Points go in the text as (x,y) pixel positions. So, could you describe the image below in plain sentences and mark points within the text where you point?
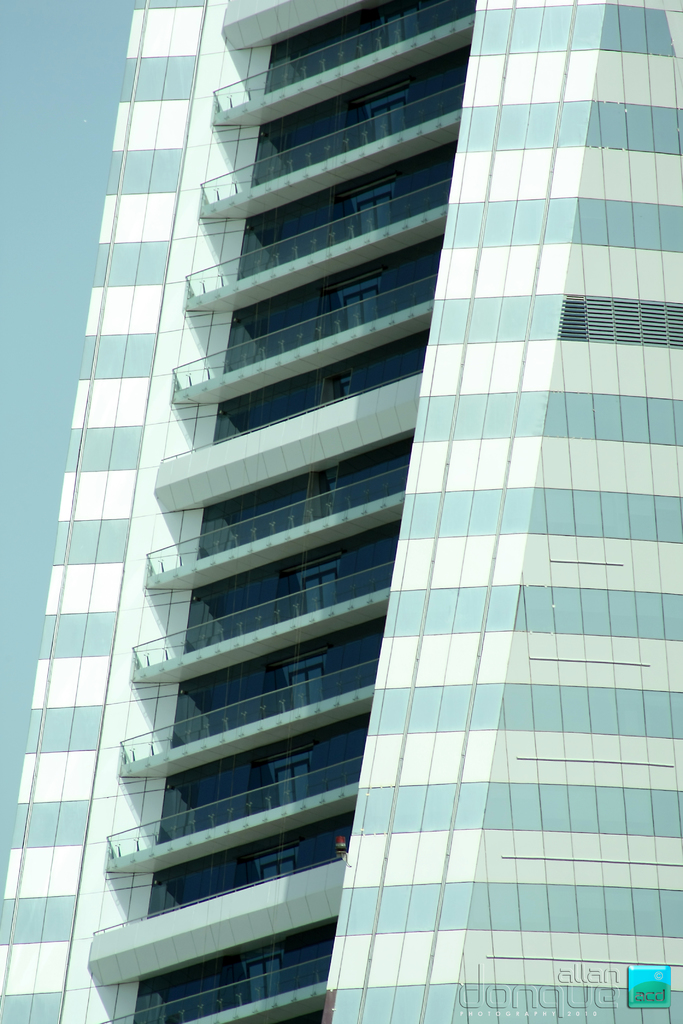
In this image in the front (356,560) there is a building (408,396).
